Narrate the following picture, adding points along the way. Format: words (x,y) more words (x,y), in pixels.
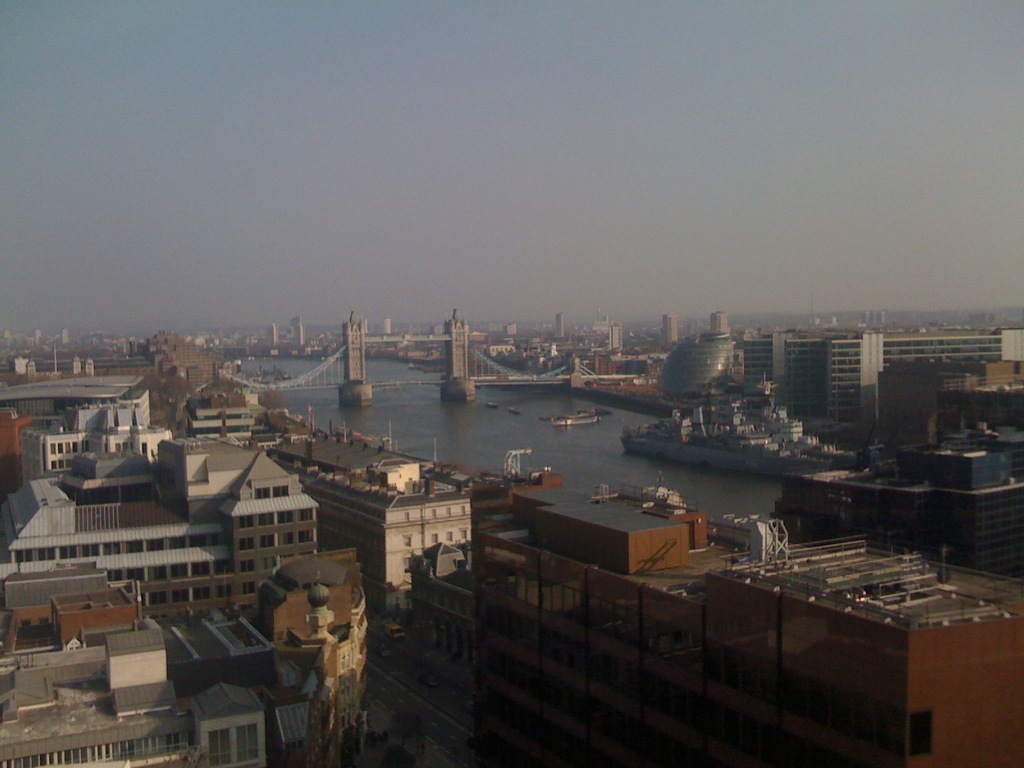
On the left side (79,410) there are many buildings (243,583) with windows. Near to that there is a river (526,422). On that there is a ship (719,445). In the back (355,375) there is a bridge (428,380). In the background (638,370) there are many buildings (735,355) and sky (338,207).
